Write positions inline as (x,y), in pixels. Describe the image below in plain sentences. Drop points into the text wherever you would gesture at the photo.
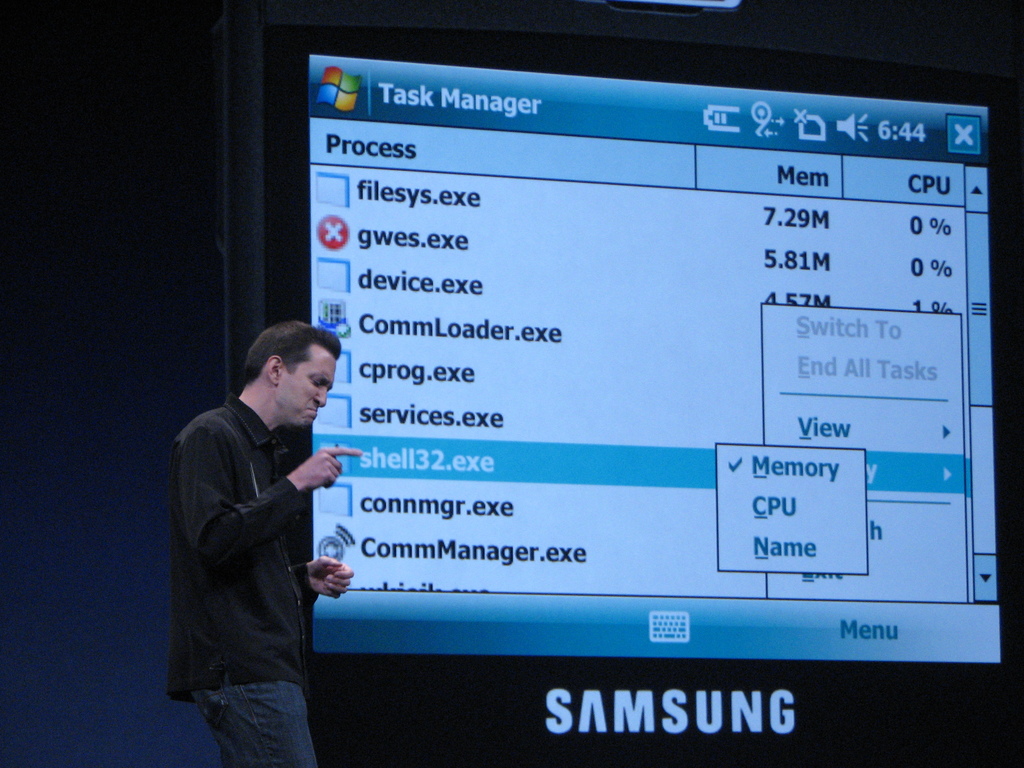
In this image I can see a person (252,511) wearing black shirt (241,559) and blue jeans (270,704) is standing and in the background (445,641) I can see a huge screen (883,503).
